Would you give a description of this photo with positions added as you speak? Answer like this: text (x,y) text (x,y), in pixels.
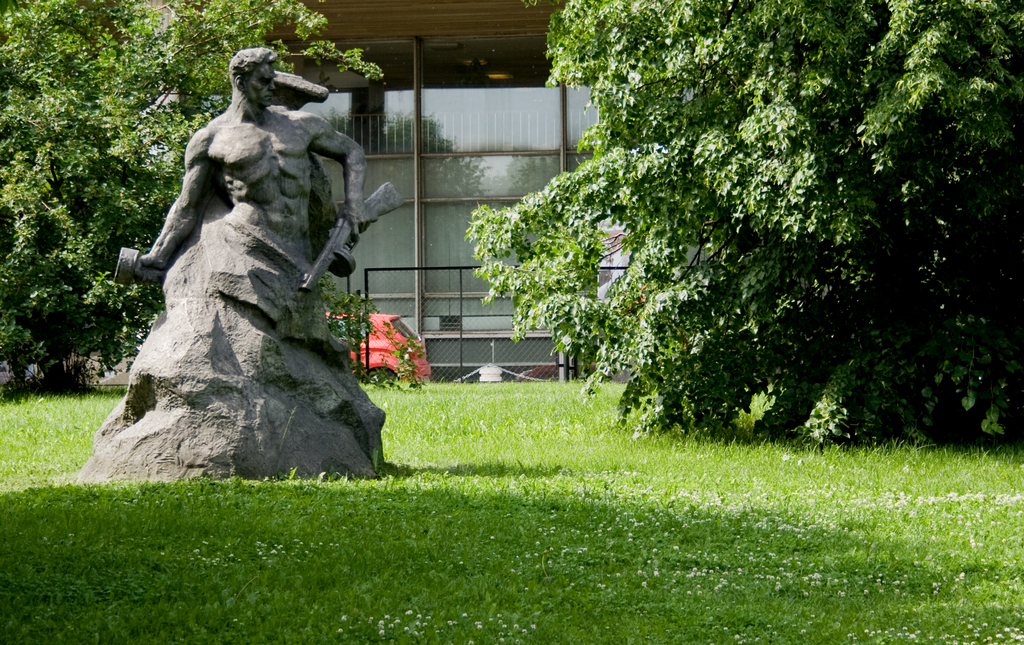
As we can see in the image there are statues (307,390), grass (532,546), trees (764,318), building (552,172), fence (485,321) and red color car (422,346).
